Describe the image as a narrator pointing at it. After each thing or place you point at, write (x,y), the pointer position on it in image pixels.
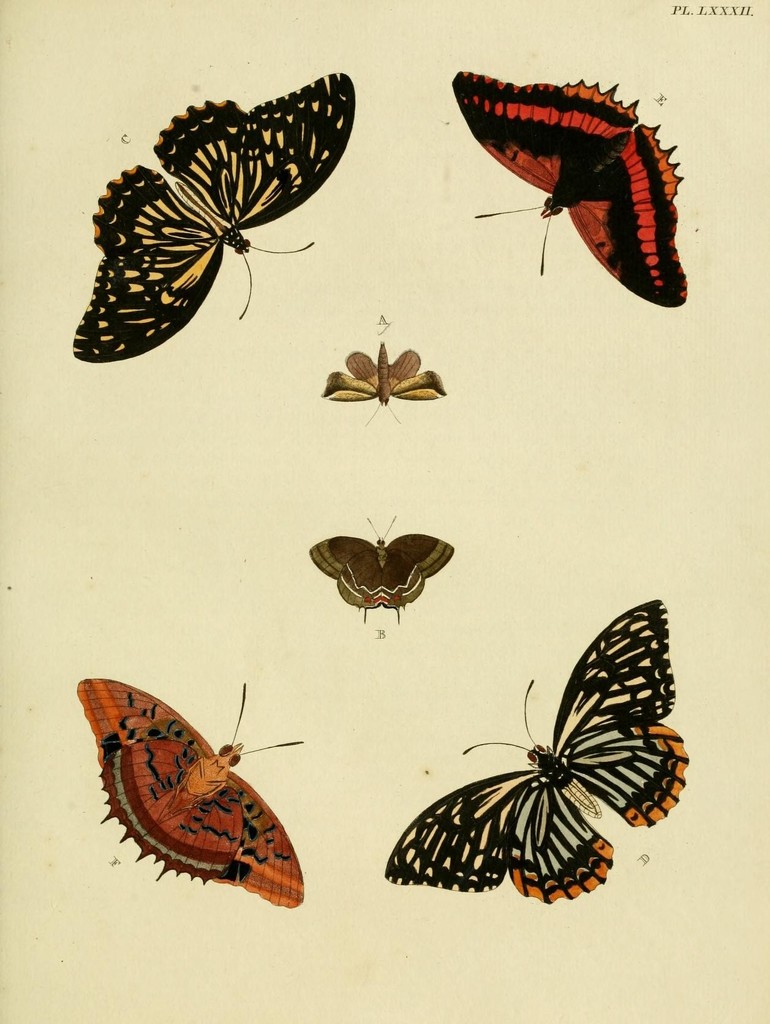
In this image I can see few butterflies (126,756) in different colors. Background (720,529) is in cream color and something is written on it.
